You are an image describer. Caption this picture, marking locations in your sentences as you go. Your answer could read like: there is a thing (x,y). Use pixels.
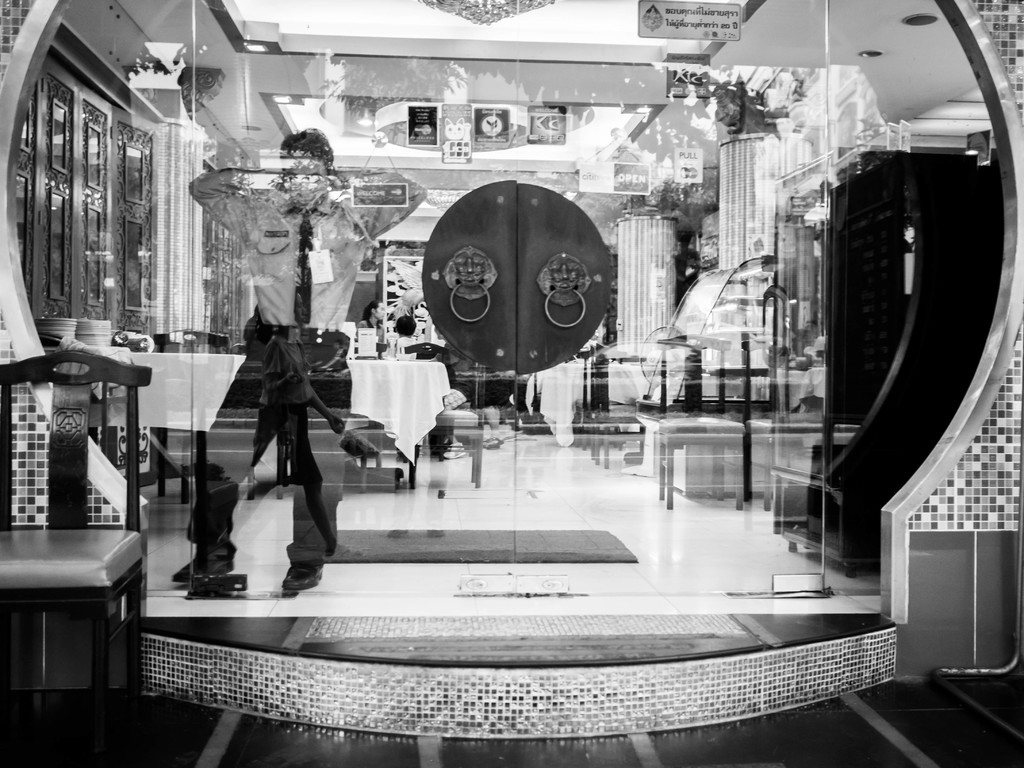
On the left side of the image (23,565) there is a chair (55,531). There is a glass door (471,357) through which we can see a person (309,302) standing on the floor (282,523). There are people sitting on the chairs (331,351). There are tables (185,385). On top of it there are a few objects (66,322). There are boards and some other objects (797,355). There is a mat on the floor (515,518). On top of the image (503,5) there are lights (503,5).
